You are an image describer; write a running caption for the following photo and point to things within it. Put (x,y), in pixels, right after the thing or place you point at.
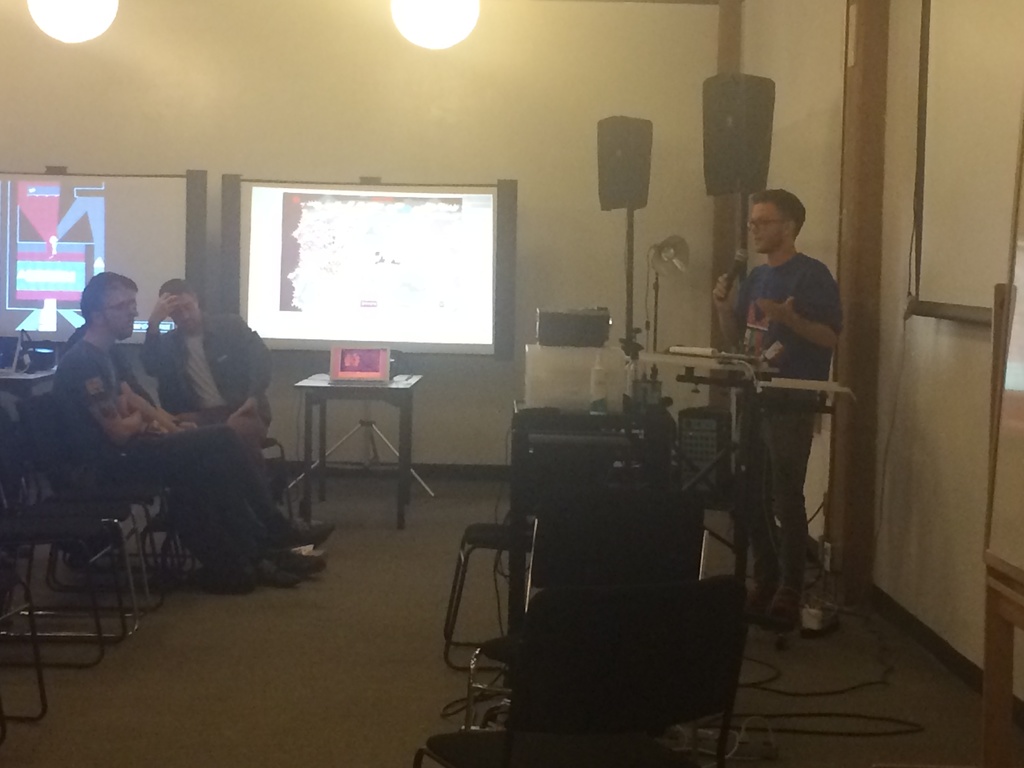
In this picture there is a person (796,319) standing and speaking in front of a mic (742,263) in the right corner (756,300) and there are some other objects (615,389) in front of him and there are three persons (159,416) sitting in chairs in the left corner (138,396) and there are some other objects (400,239), lights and speakers (615,119) in the background (761,128).
